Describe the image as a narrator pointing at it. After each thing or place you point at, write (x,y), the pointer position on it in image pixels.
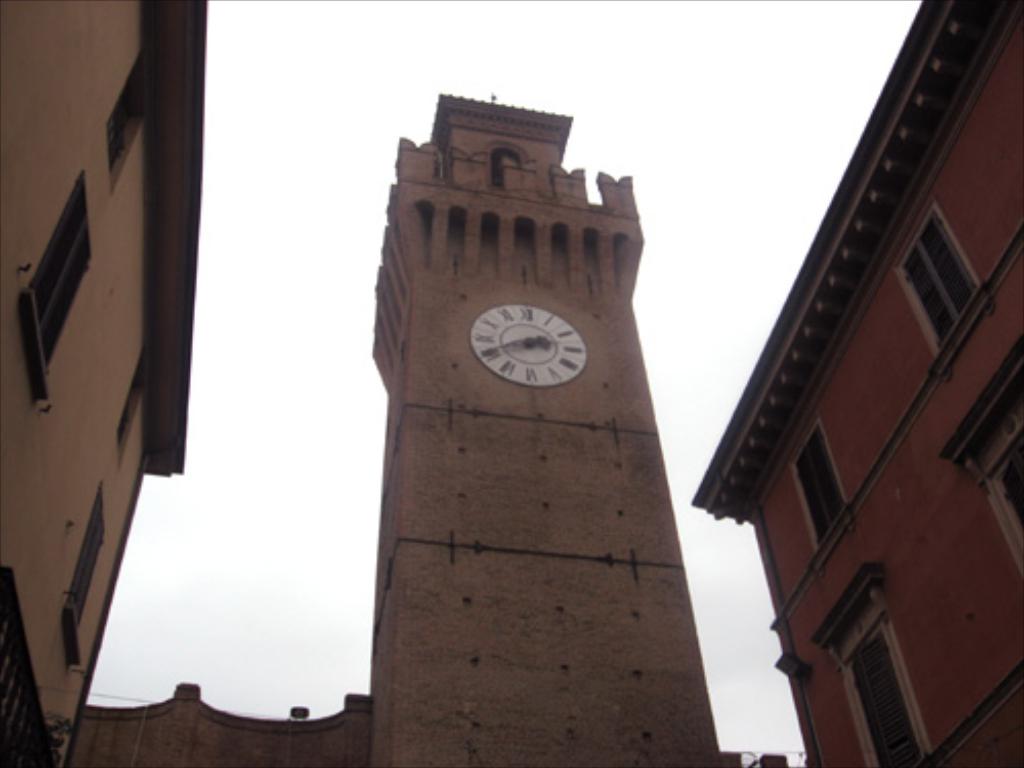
In this image we can see buildings (118,222), windows (72,214) there is a wall clock (521,356), also we can see the sky (292,343).
